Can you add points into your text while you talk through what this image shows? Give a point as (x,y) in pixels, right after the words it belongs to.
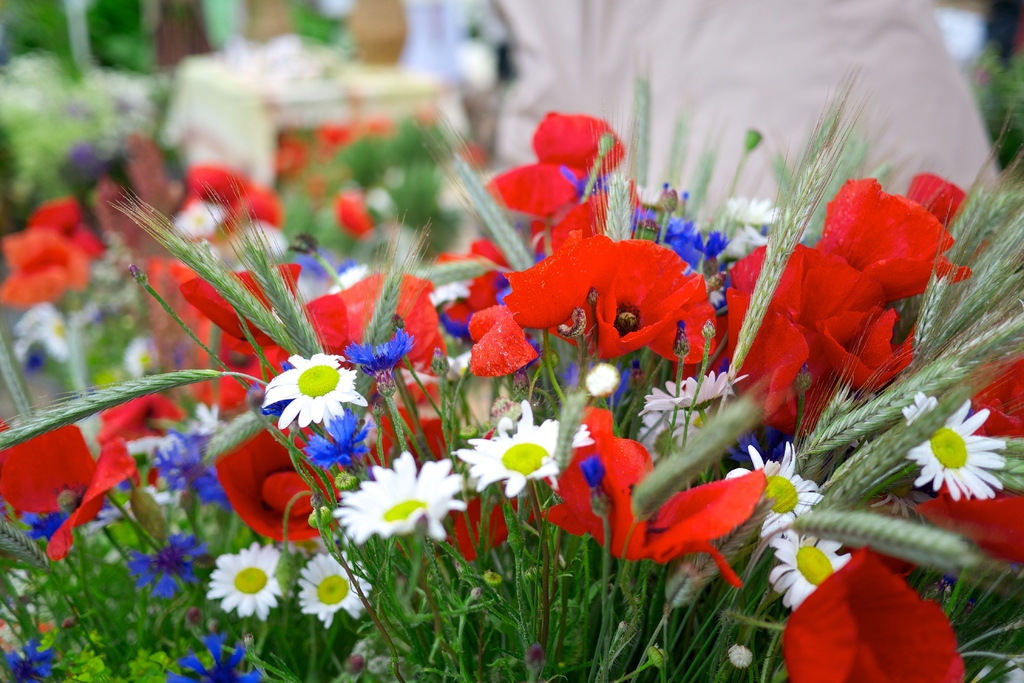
In the foreground of the picture there are flowers (602,529) and grass (301,661), they might be the bouquet (237,439). In the background (113,82) there are flowers (48,104), plants (328,158) and people (969,128). The background (732,67) is blurred.
